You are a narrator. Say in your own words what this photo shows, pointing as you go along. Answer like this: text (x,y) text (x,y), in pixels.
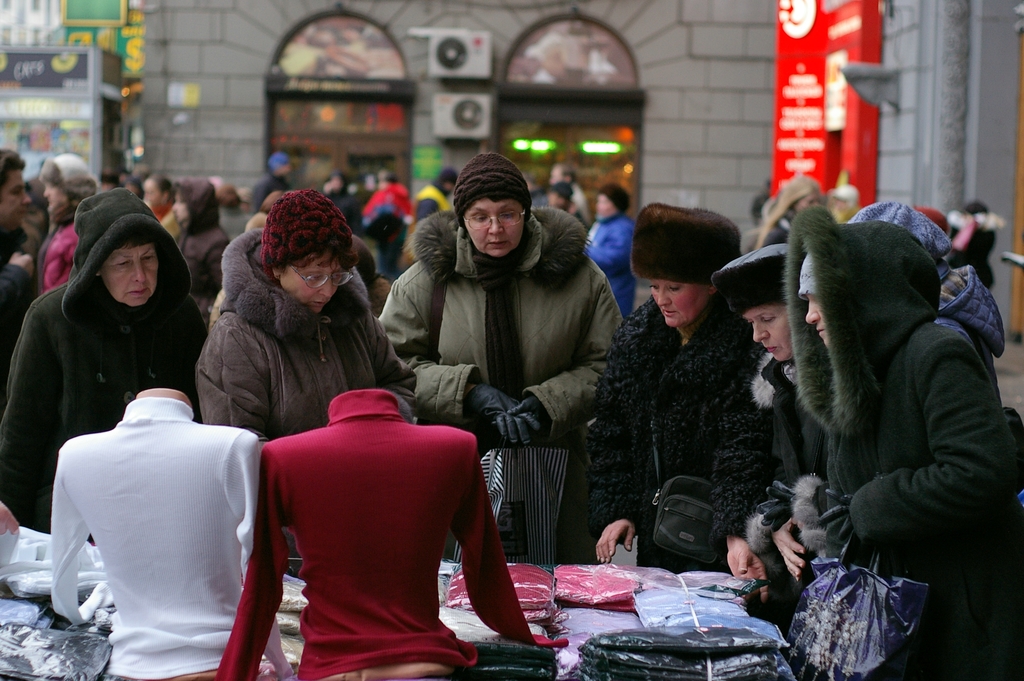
In this image we can see people (186,314) wearing coats (716,376) and caps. At the bottom (555,589) there is a table (298,612) and we can see clothes (567,599) packed in covers (605,634) placed on the table (580,647). On the left (141,623) we can see clothes (200,528) placed on the mannequins (371,672). In the background (23,133) there are buildings (544,94) and boards (108,29).
